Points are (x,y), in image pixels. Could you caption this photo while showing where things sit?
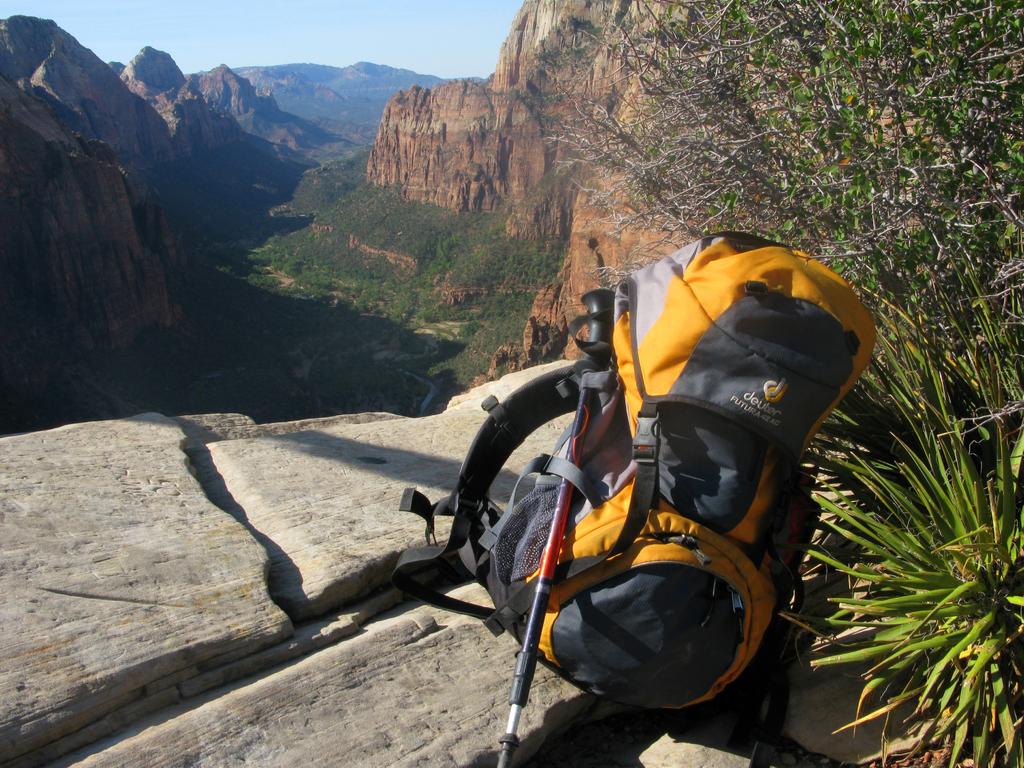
A backpack (697,341) and a stick (530,660) are placed on a stone (355,563) beside a plant (908,205). There is deep valley (327,289) in the background (359,100).
